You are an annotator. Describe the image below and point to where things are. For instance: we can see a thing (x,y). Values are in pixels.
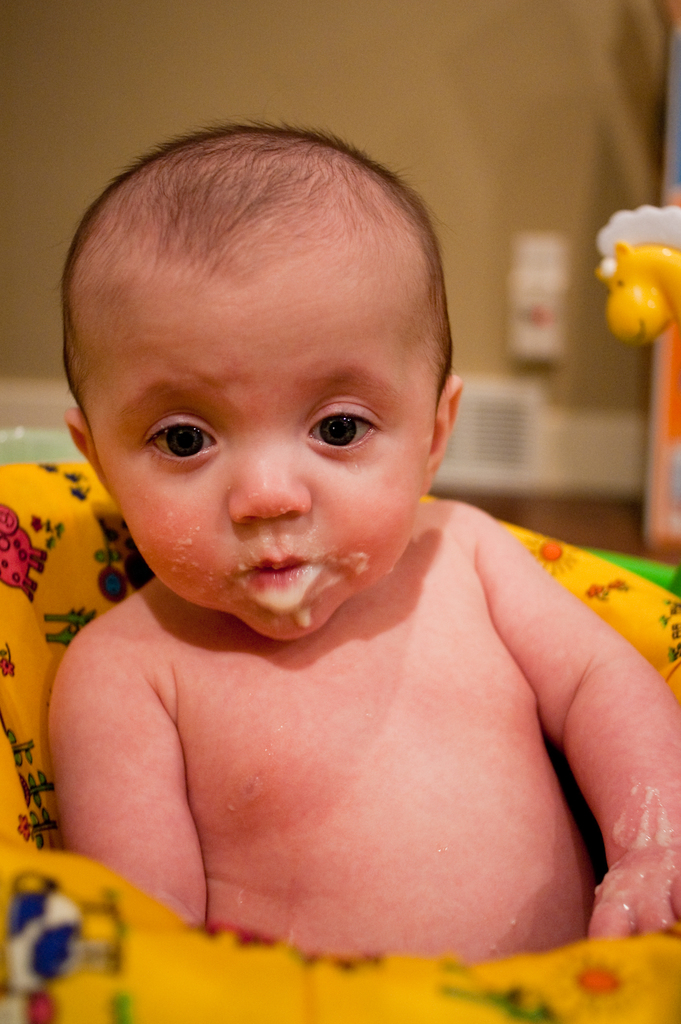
In this image I can see a baby (450,707) is in the yellow color cloth (636,983). On the right side (618,224) there is the yellow color doll (640,231).
